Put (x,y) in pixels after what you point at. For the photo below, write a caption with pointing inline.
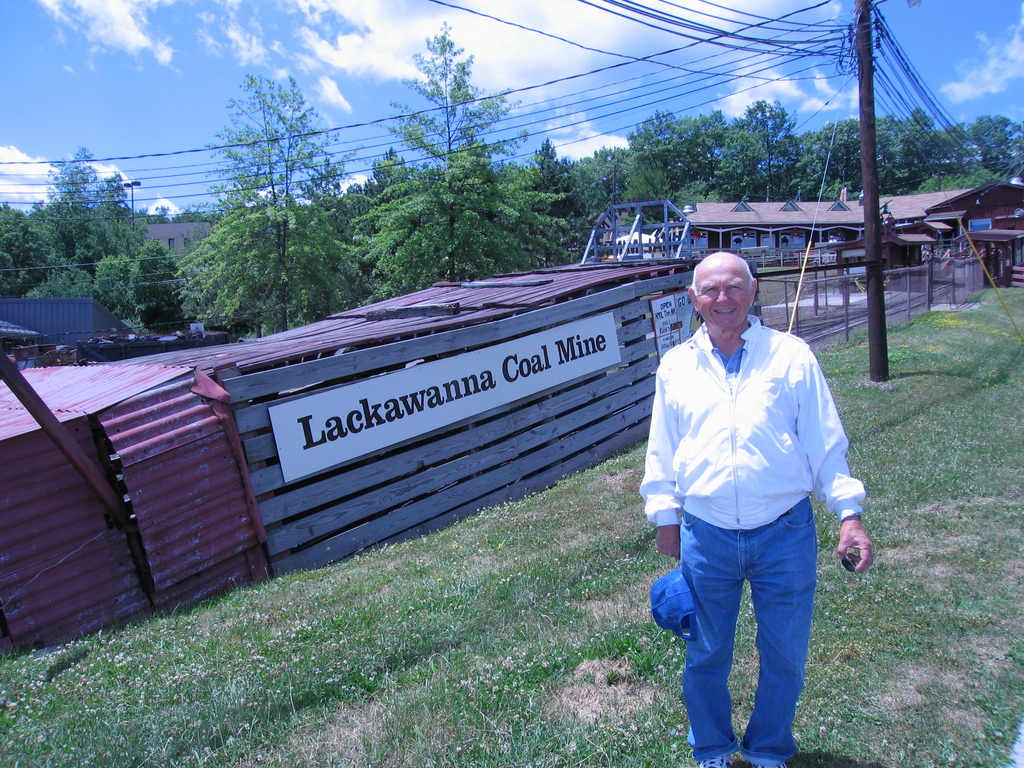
This is an outside view. On the right side (728,605), I can see a man (718,492) wearing white color shirt (771,440), jeans (799,652), standing, smiling and giving pose for the picture. He is holding a cap (665,593) in the hand (670,540). At the bottom of the image (326,689) I can see the grass (184,689). In the background (501,296) there are some houses (823,223) and some metal objects (162,462) and also there is a pole (866,254) along with the wires (773,32). On the left side (170,248), I can see the trees (242,243). On the top of the image (137,98) I can see the sky (93,41) and clouds (93,26).
